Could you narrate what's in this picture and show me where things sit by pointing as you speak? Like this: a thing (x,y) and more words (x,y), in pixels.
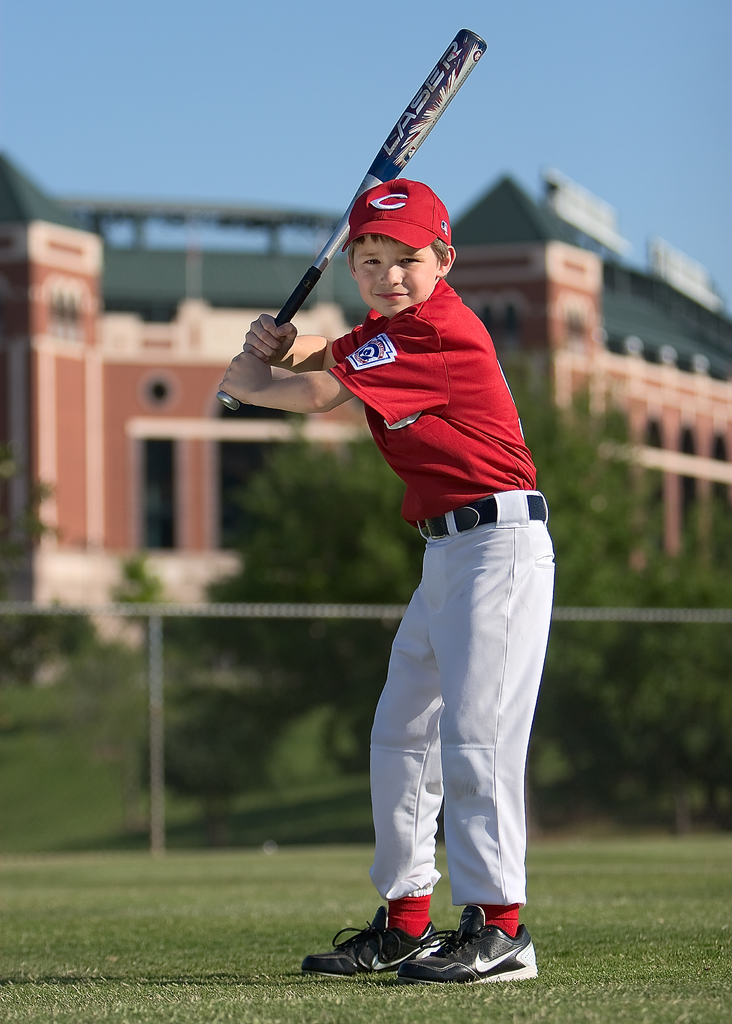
In this picture there is a boy (418,427) standing and holding the bat (376,174). At the back (118,333) there is a building (571,405) and there are trees (244,639) and there is a fence (244,639). At the top (308,19) there is sky (296,84). At the bottom (372,1014) there is grass (375,979).
